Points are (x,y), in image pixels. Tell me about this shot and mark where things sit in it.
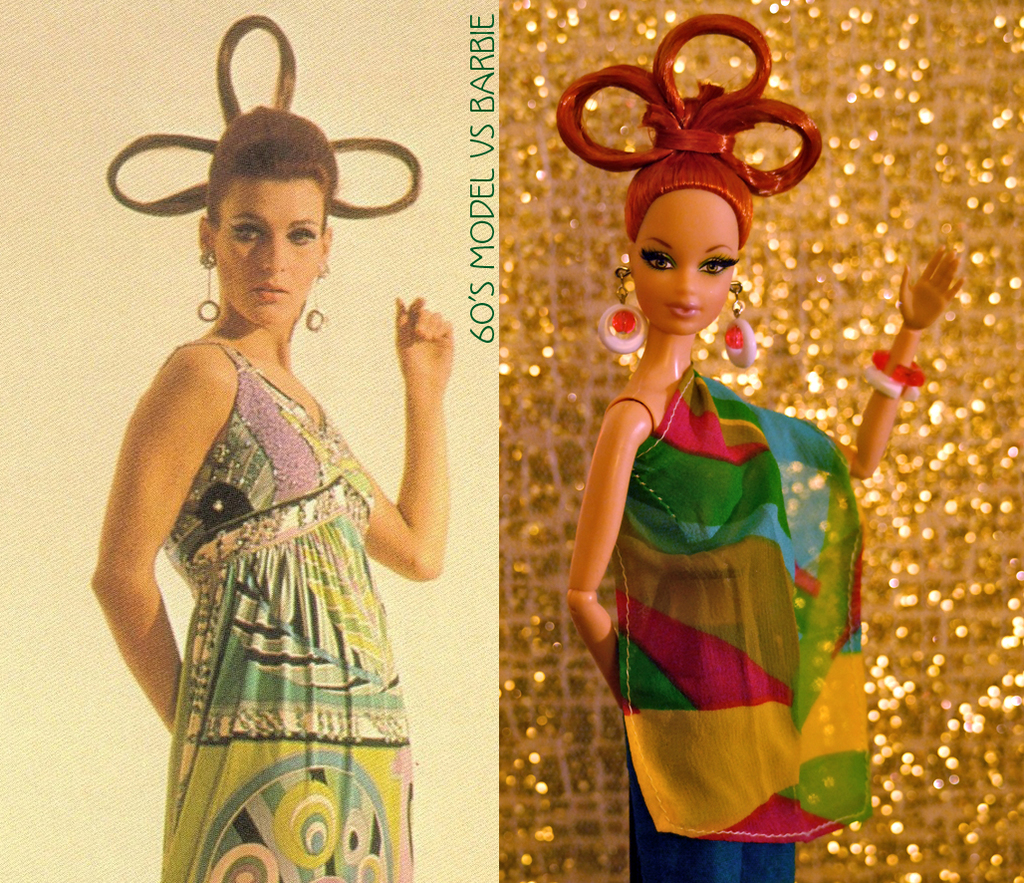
This is a collage image. We can see a poster (391,298) in the first part of the image and a doll (670,669) in the second part of the image.
